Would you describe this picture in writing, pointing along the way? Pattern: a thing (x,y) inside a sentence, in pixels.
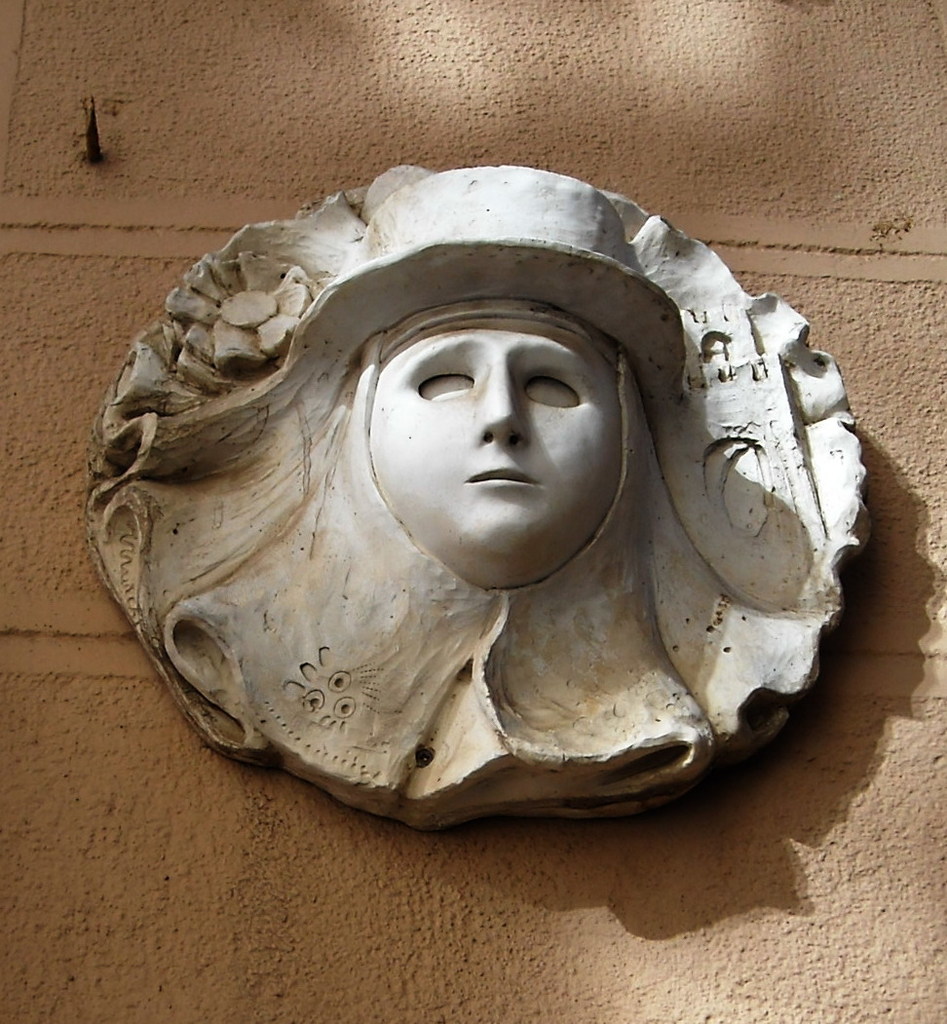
In this picture I can observe a sculpture (321,515) on the wall (57,245).
